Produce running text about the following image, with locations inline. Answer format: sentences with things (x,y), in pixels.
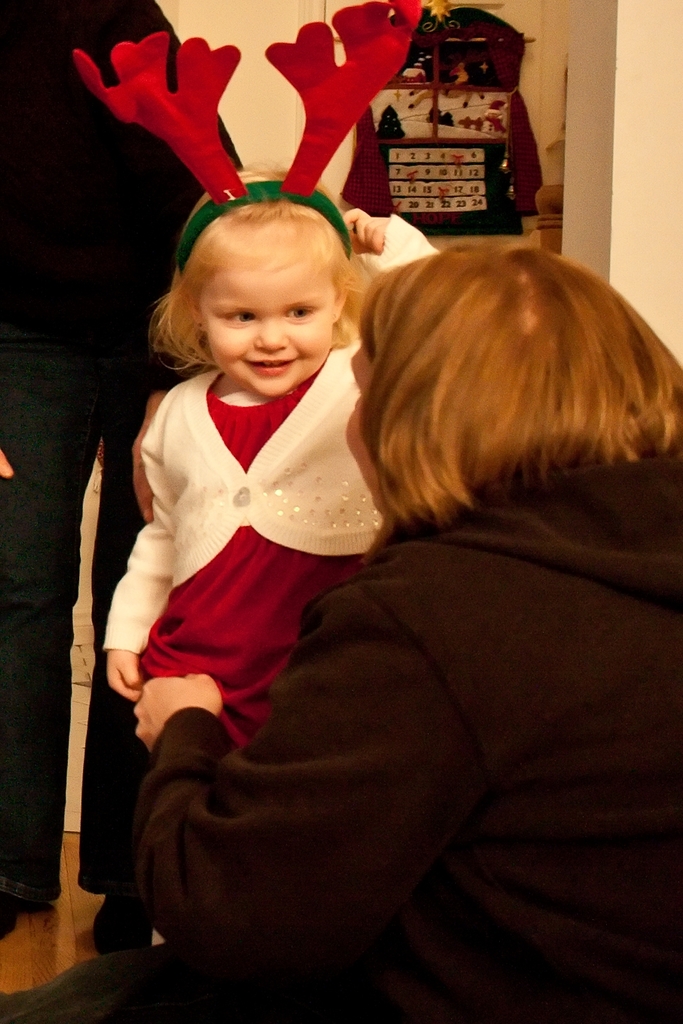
In this picture we can see few people (328,507), in the middle of the image (275,491) we can see a kid (262,477), and the kid (312,403) is smiling.
